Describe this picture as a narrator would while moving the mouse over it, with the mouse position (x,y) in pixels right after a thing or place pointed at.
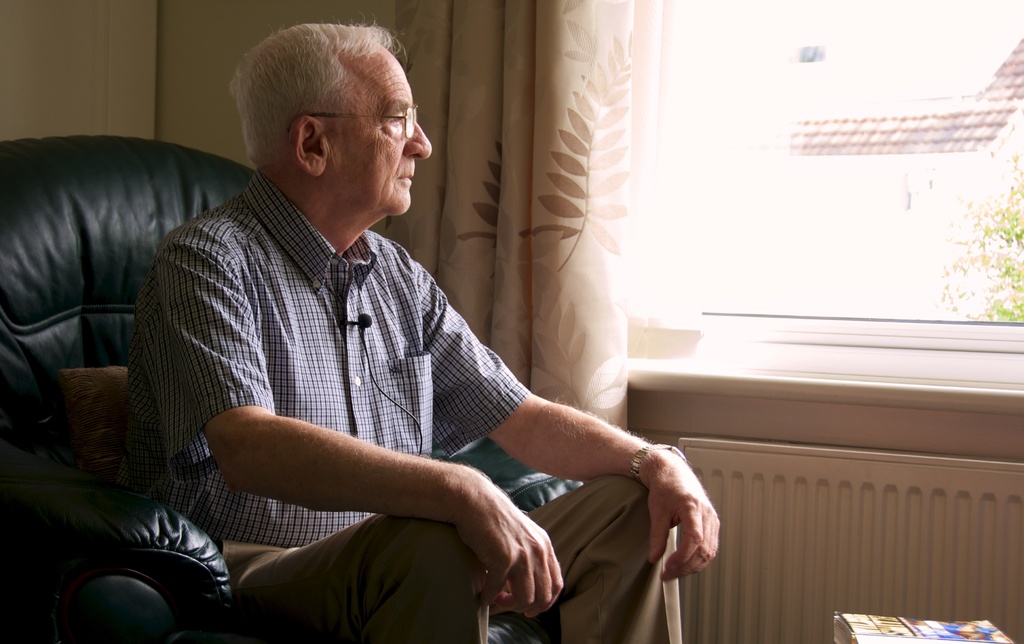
In this picture we can observe a person (287,249) sitting in the black color sofa (119,194). He is wearing a shirt (347,335). We can observe a mic (363,323) fixed to his shirt (319,317). He is wearing spectacles (360,114). We can observe a curtain (507,145) and a window (770,177). On the right side (988,272) there is a tree (993,239).
